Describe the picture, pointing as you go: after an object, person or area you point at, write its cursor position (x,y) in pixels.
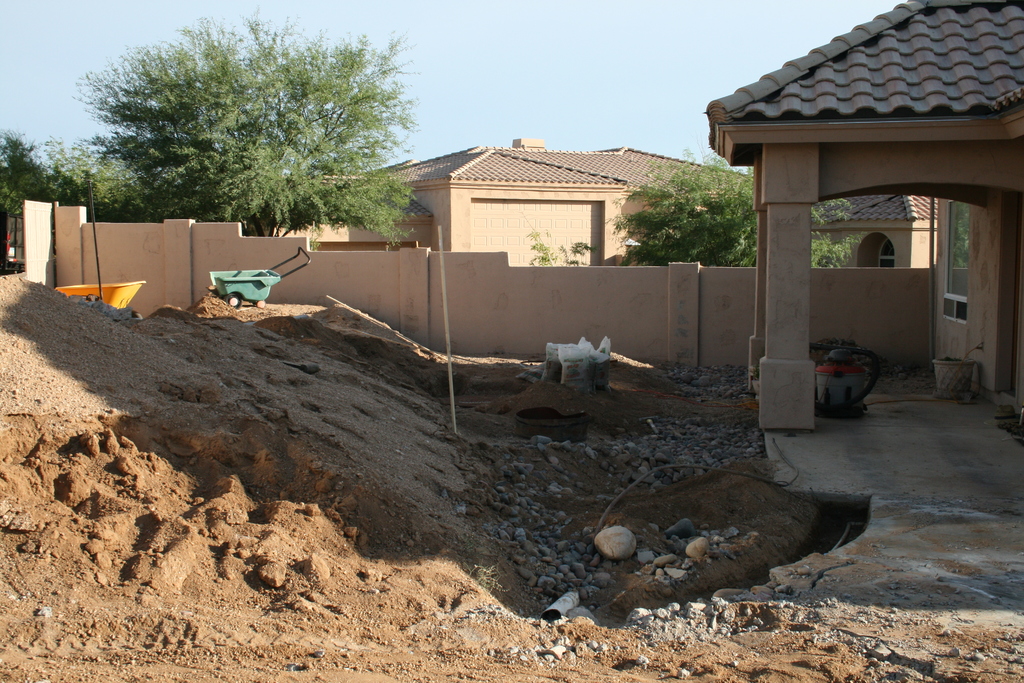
In the picture we can see the sand (370,596) and beside it, we can see some stones (697,608) on the surface (964,560) and near it, we can see the part of the house (786,373) with pillars (784,319) and behind it, we can see the wall (681,272) and near it, we can see two carts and behind the wall (451,258) we can see the tree (397,206) and some plant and we can also see some house (566,171) and in the background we can see the sky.
